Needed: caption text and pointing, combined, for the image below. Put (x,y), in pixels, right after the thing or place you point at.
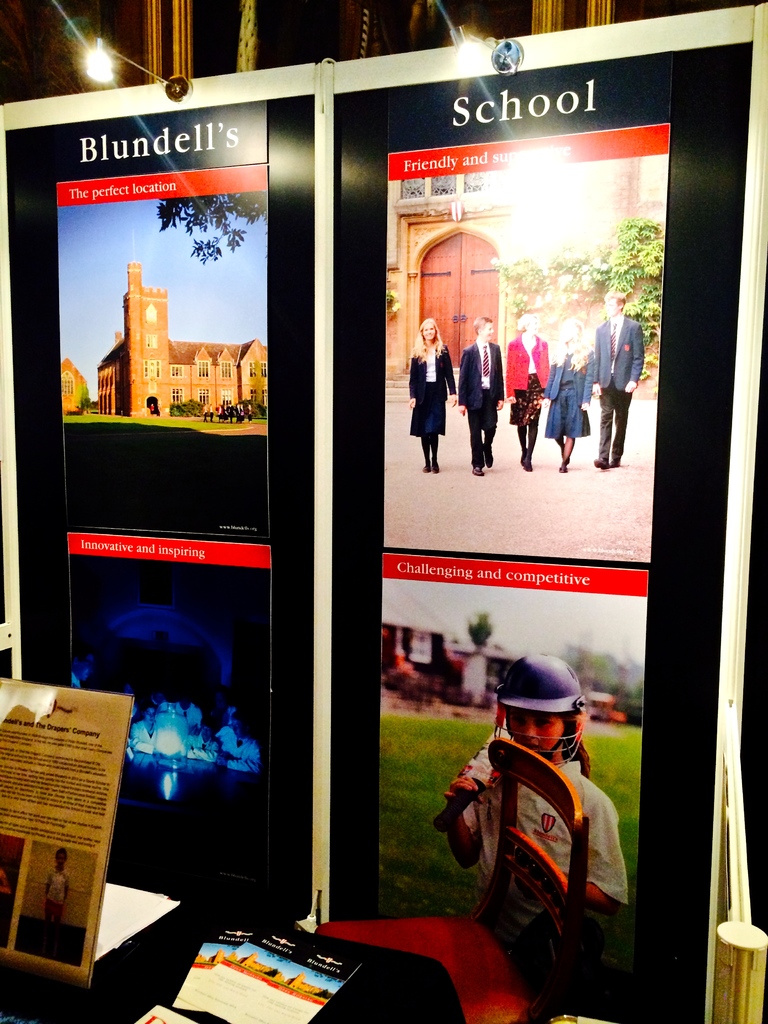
In this image there is a board (362,718) in the middle (368,530). On the board (366,900) there are posters (116,823). At the bottom (105,1020) there is a table (151,1003) on which there is a name board (66,887). Beside the name board (85,863) there are pamphlets (225,1003). There are lights (110,77) above the board (335,89). On the board (432,87) we can see that there is a building (149,352) on the left side (151,302) top corner. On the right side poster (469,329), we can see that there are few people (525,377) walking on the floor (500,478).
